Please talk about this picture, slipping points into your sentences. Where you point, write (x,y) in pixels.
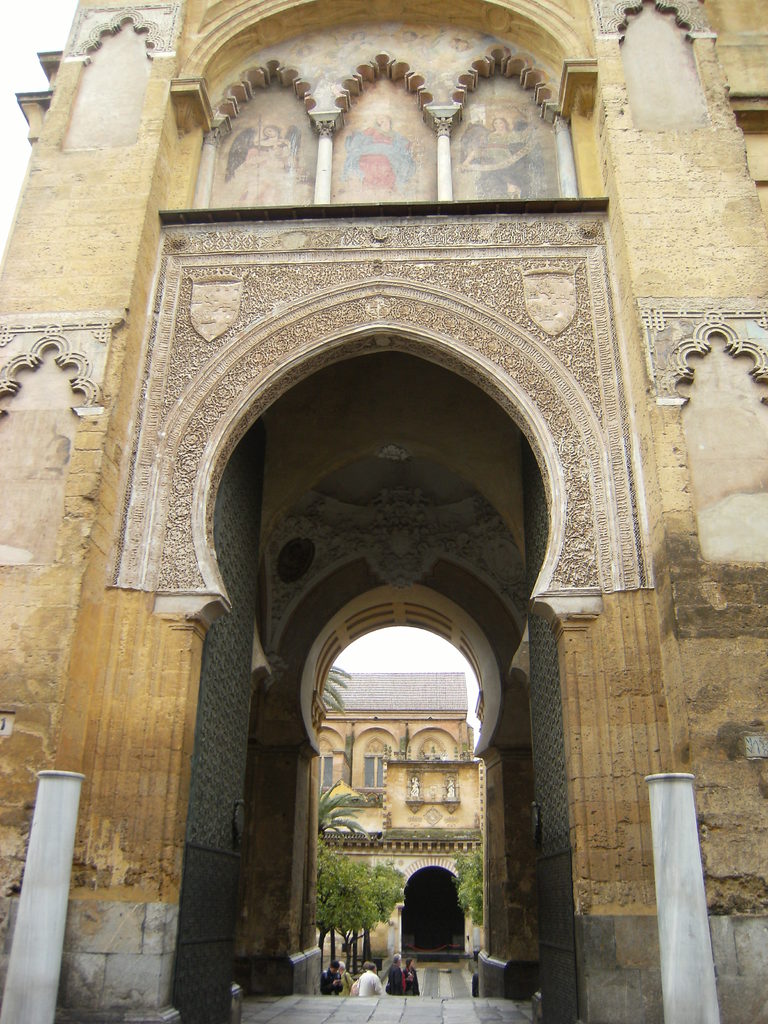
In this picture it looks like an entrance (545,590) of an old monument (489,552) which leads to the entrance (435,879) of another monument (433,765).
